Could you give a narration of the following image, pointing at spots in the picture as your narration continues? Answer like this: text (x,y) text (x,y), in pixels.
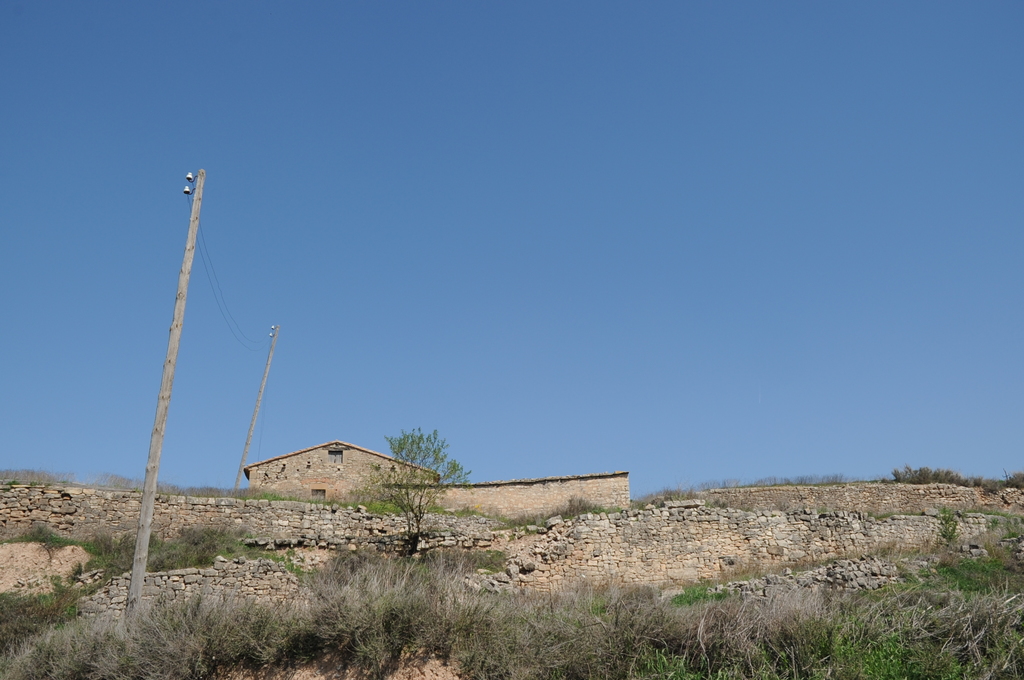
In this image I can see few plants (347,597) in green color and I can also the dried grass (625,605). In the background (303,346) I can see few electric poles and I can also see the house (320,460) and the sky (524,221) is in blue color.
